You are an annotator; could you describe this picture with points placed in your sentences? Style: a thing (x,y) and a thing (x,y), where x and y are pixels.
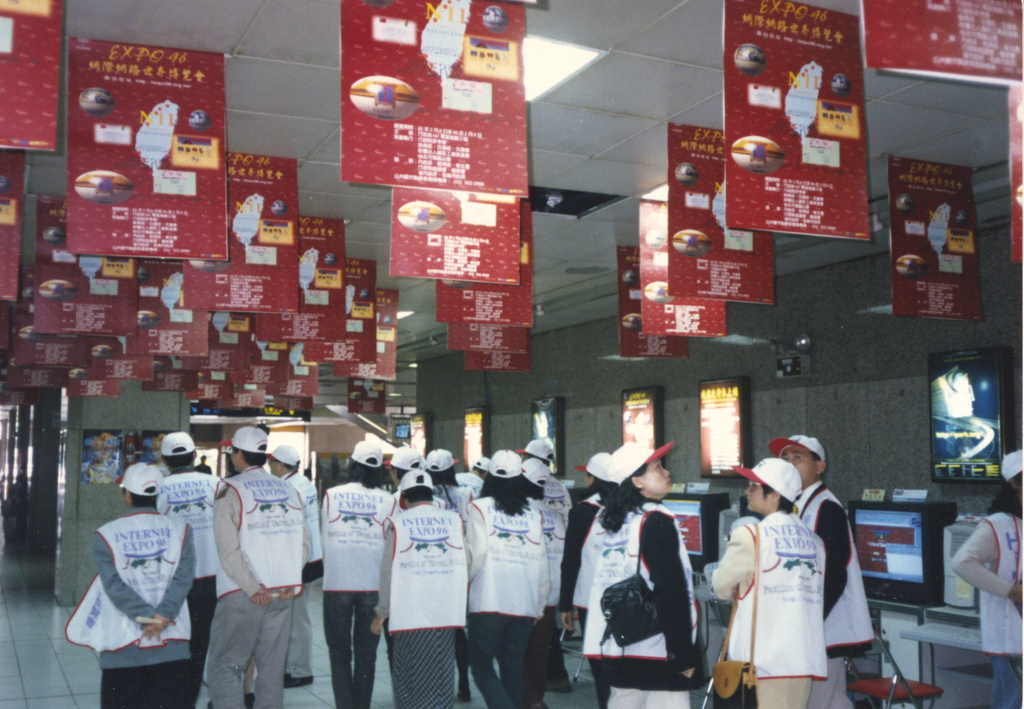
In this image we can see few persons (245,628) are standing on the floor (332,705) and among them few persons (604,555) are carrying bags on the shoulders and all of them have caps (125,477) on their heads (273,473). We can see hoardings (164,180), lights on the ceiling (380,237), boards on the wall (594,422), objects (873,646), posters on the pillar (118,502), monitors (878,567), keyboard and CPU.
